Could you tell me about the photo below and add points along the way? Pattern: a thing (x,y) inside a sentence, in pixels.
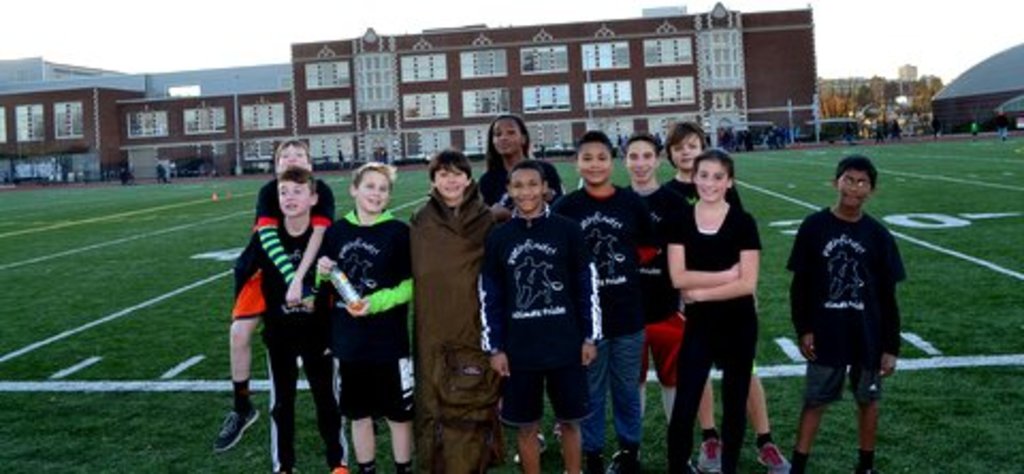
In this image there are kids (426,295) standing on the ground (171,383). There are markings (152,298) and grass (142,262) on the ground (108,272). Behind them there are buildings (714,88). At the top (877,11) there is the sky (211,28).
